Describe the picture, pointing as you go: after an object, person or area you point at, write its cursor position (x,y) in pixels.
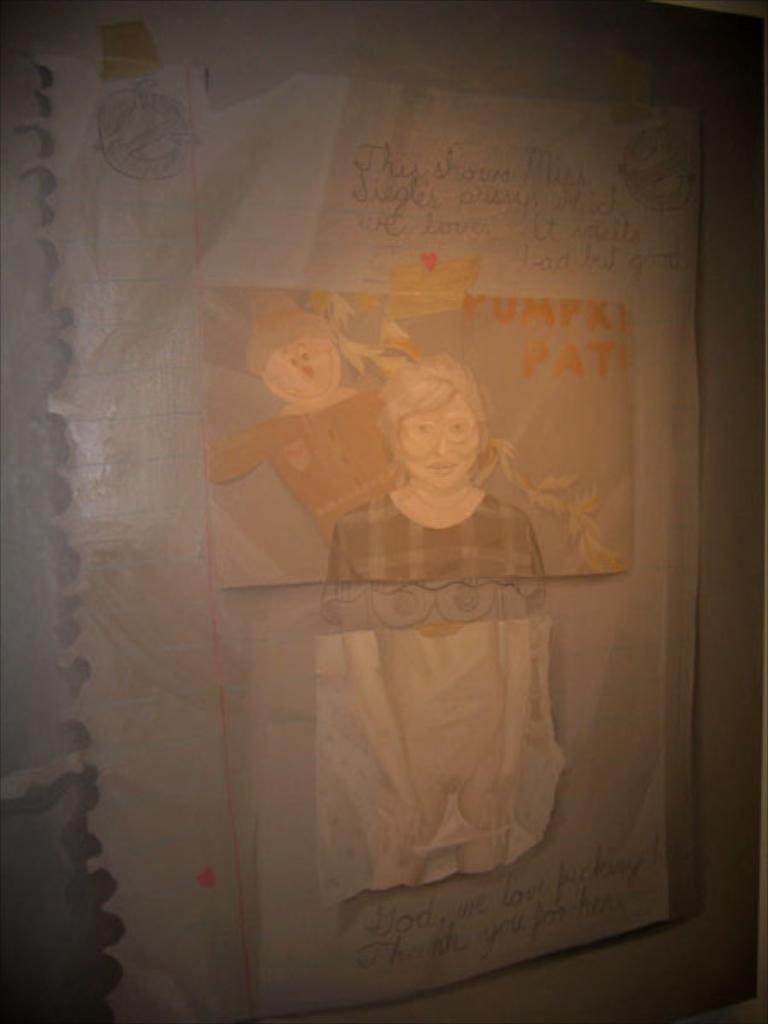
In this picture i can see the poster (227,676) on the wall (739,761). In that paper (442,541) i can see the woman's picture (474,778) and doll (352,392). At the top of the paper (626,272) there is a quotation (558,173). In the top left (109,114) corner of the paper (158,88) there is a stamp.
